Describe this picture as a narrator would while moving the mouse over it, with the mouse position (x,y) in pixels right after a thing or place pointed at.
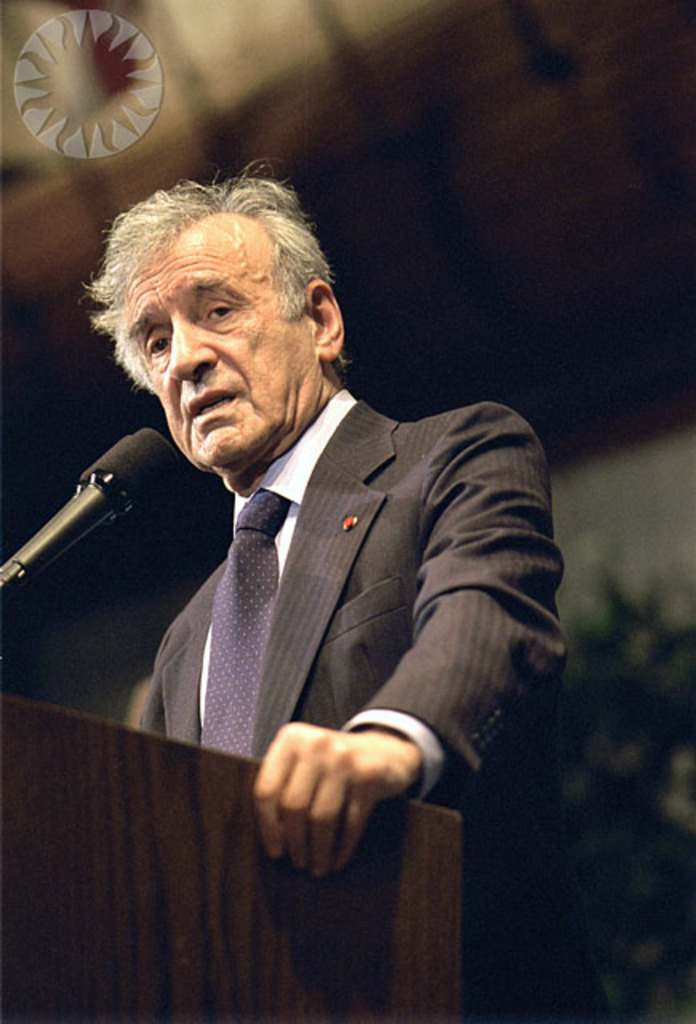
In this image I can see a person (404,558) standing in front of the podium (32,729), in front of him I can see a mike (110,516).
